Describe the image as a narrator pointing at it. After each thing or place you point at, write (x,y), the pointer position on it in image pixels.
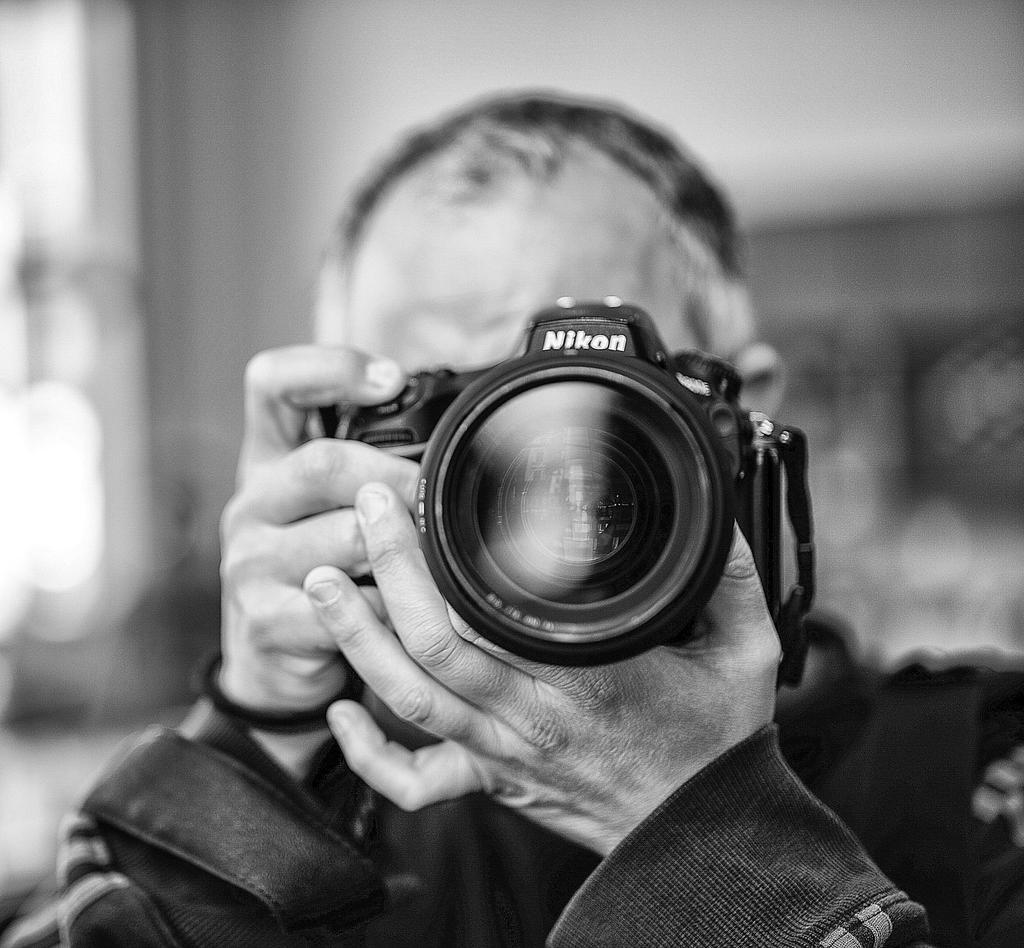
In this black and white image there is a person (304,660) holding a camera (539,644) in his hand (536,693). The background (893,111) is blurred.
